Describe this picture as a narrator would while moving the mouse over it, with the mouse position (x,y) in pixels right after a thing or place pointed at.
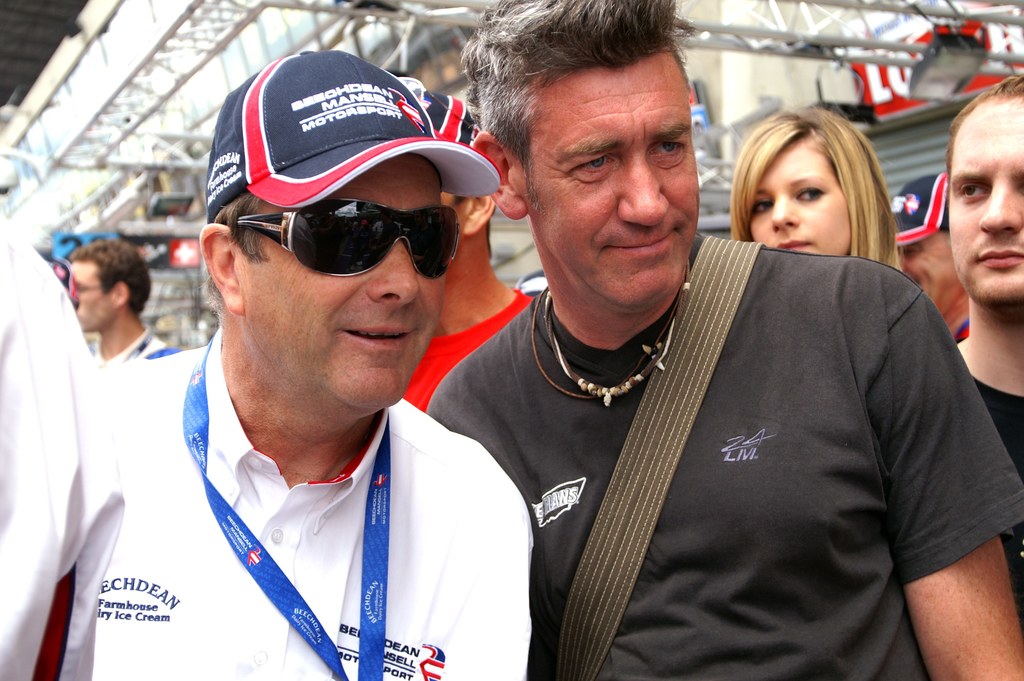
In this picture we can see some people (212,373) are standing, the two persons (741,466) in the front (428,435) are smiling, in the background (96,118) there are some metal rods (154,145), we can see a light (944,36) at the right top of the picture (940,74).
